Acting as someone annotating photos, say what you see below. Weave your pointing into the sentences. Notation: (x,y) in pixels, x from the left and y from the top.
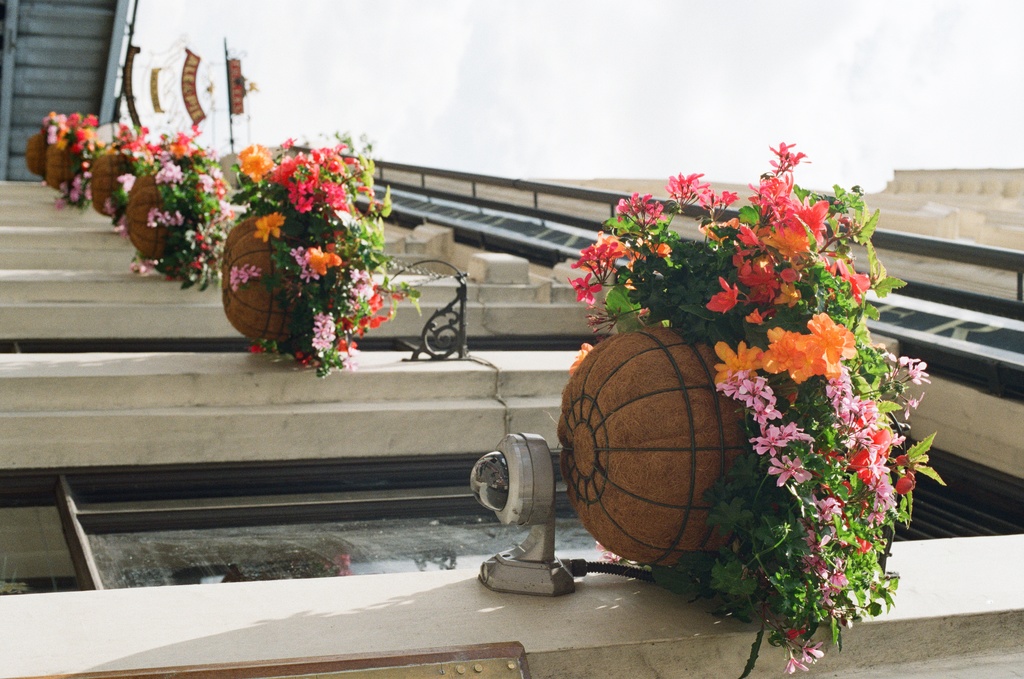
This picture is clicked outside. In the foreground (271,467) we can see the potted plants (237,247) and flowers (212,223), we can see the building (994,288) and the metal rods (1002,258). In the background (421,50) we can see the sky (421,50) and some other objects (238,103).
